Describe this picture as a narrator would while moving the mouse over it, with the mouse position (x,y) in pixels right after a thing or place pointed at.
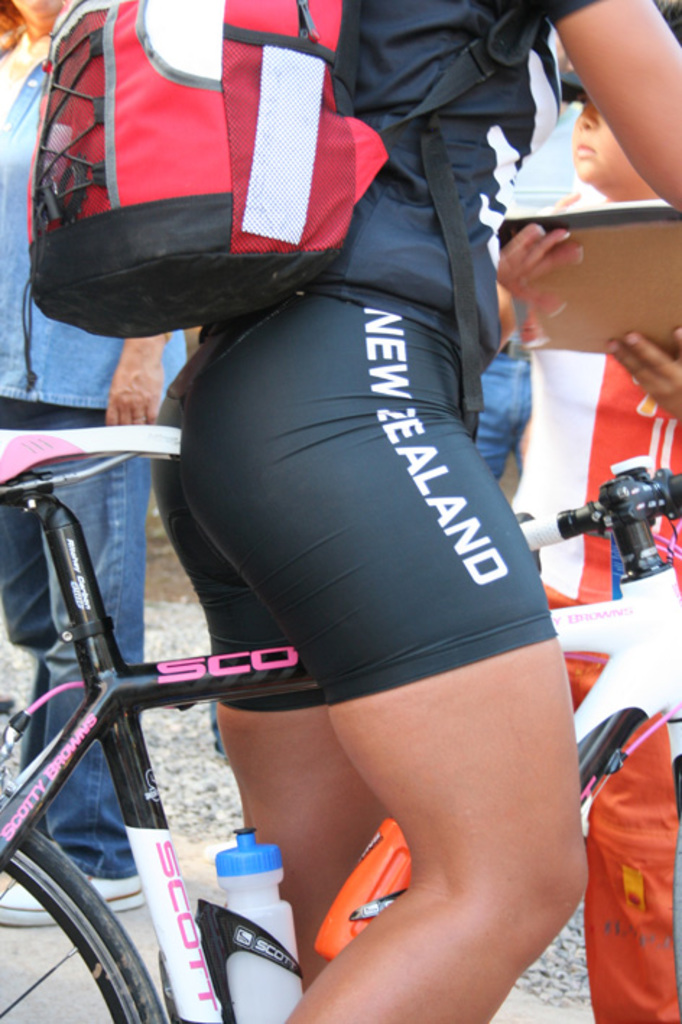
This is the picture of a person (296,561) who is standing astride the bicycle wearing black and white shirt (424,244) and shorts (382,428) and a backpack (159,258) in red, black and white in color.
